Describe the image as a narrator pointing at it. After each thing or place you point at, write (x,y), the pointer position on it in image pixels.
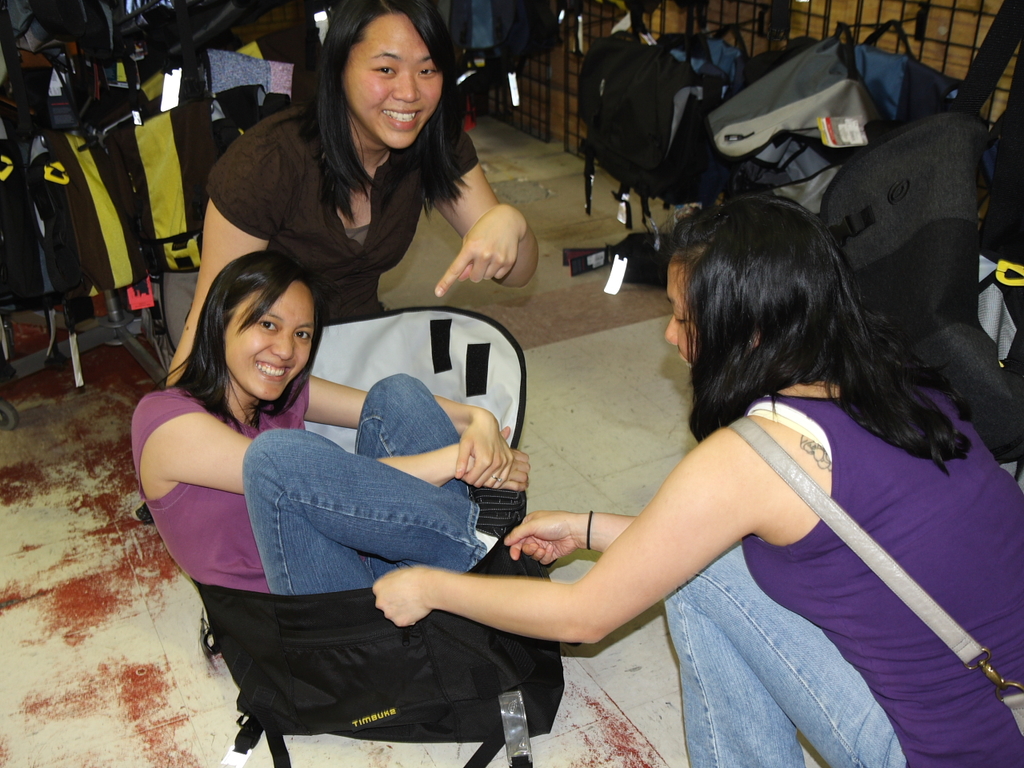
In this picture we can see three women (350,422), they are smiling, and a woman (281,448) is seated in the bag (487,628), around them we can find few bags (689,139) and metal rods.
